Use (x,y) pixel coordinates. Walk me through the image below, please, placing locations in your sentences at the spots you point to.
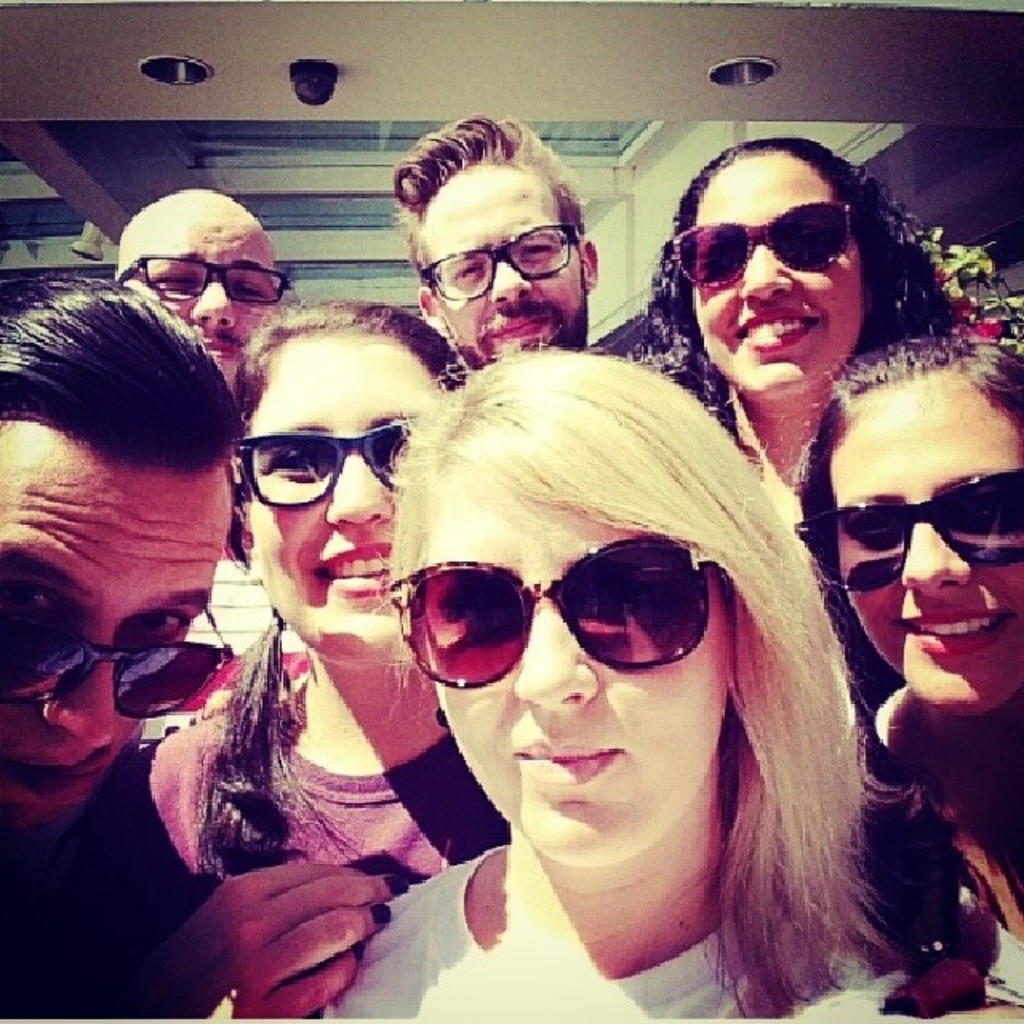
In the foreground of the picture (336,518) we can see a group of people (560,518). At the top (400,26) it looks like ceiling (290,61). In the background (357,169) there is a building (612,276). On the right (991,274) there is a plant (995,338).
